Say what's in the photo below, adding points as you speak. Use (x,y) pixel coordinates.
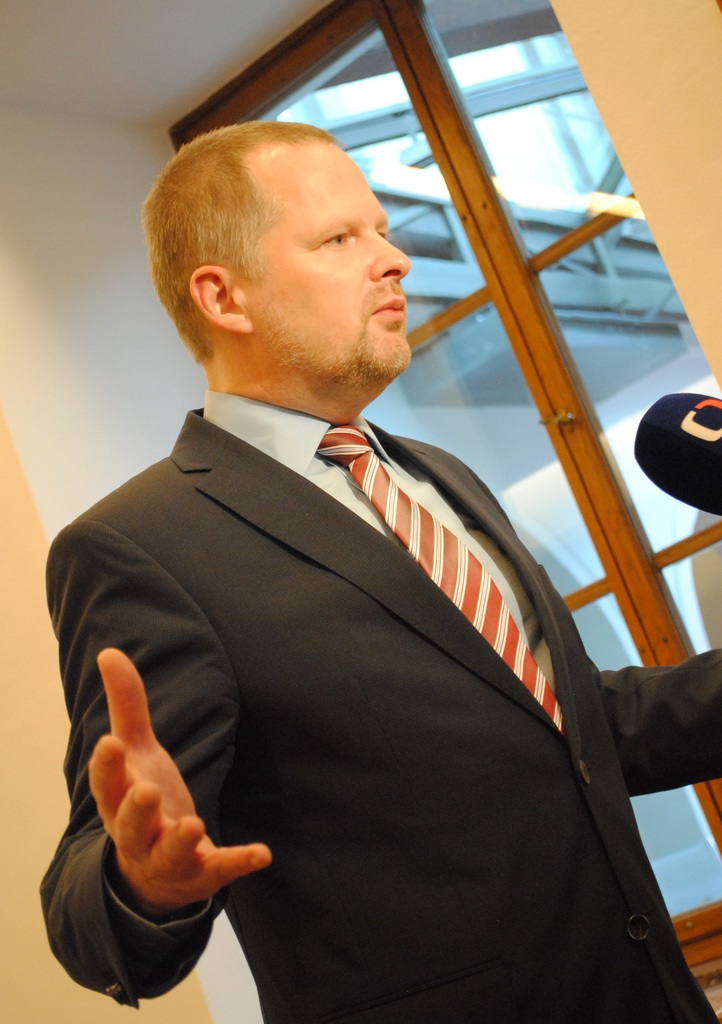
In this picture there is a man (331,400) who is wearing suit (346,646). In front of him I can see the mic (672,435). On the right (544,155) there is a door (625,544). On the left (31,431) I can see the wall (31,431).
